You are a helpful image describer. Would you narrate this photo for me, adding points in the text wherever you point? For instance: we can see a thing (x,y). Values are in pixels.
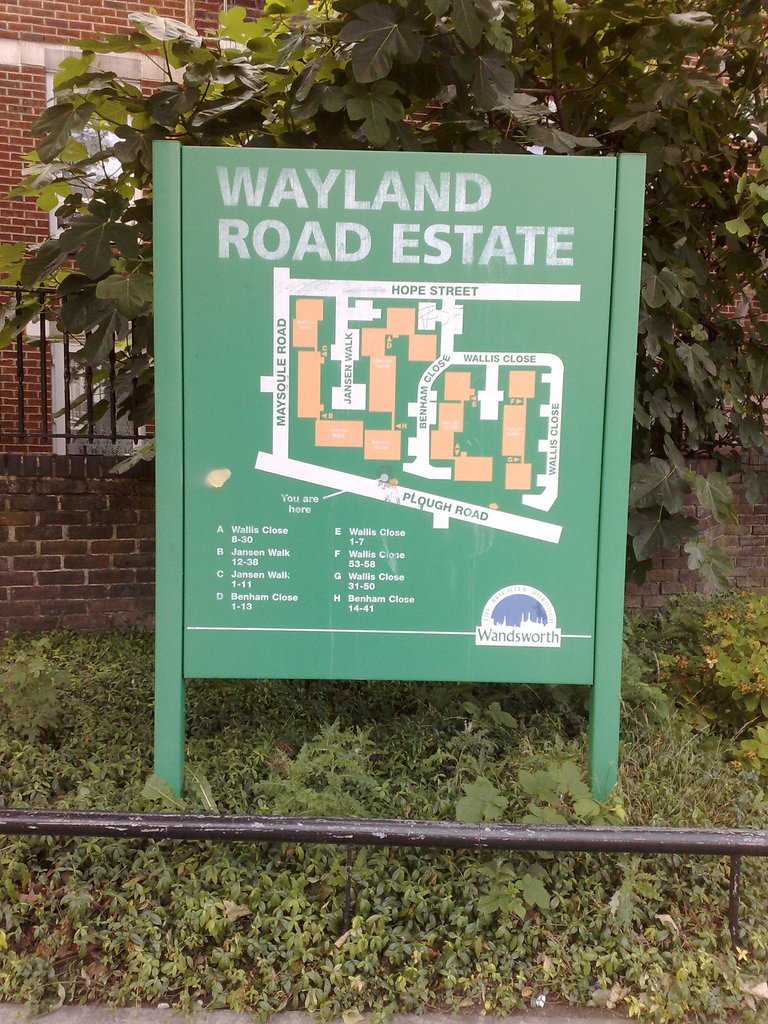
This looks like a road estate map board (488,465) with the picture (437,520) of a map (426,494) on it. This board (231,438) is green in color. Here is the grass (380,919). I can see a tree (641,150). This looks like a building (45,22). I think this is a grill (68,390).
